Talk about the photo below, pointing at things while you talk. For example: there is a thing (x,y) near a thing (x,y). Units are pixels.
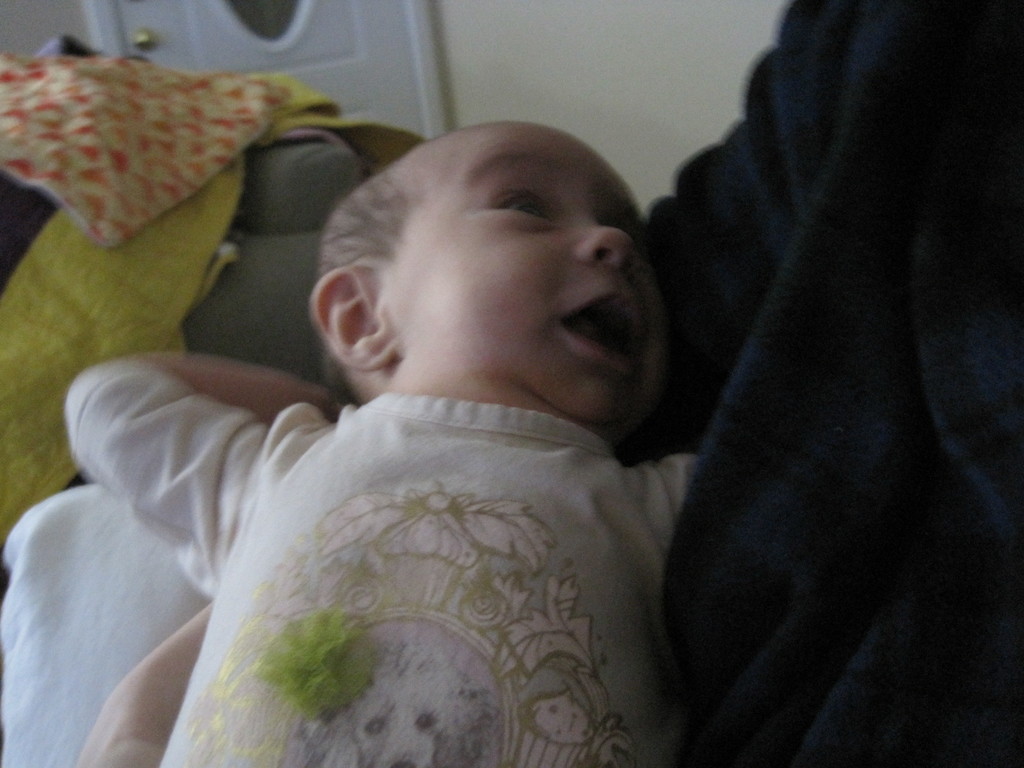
In this picture we can see a boy (340,624) and in the background (632,155) we can see some clothes (900,277), wall (645,152).
